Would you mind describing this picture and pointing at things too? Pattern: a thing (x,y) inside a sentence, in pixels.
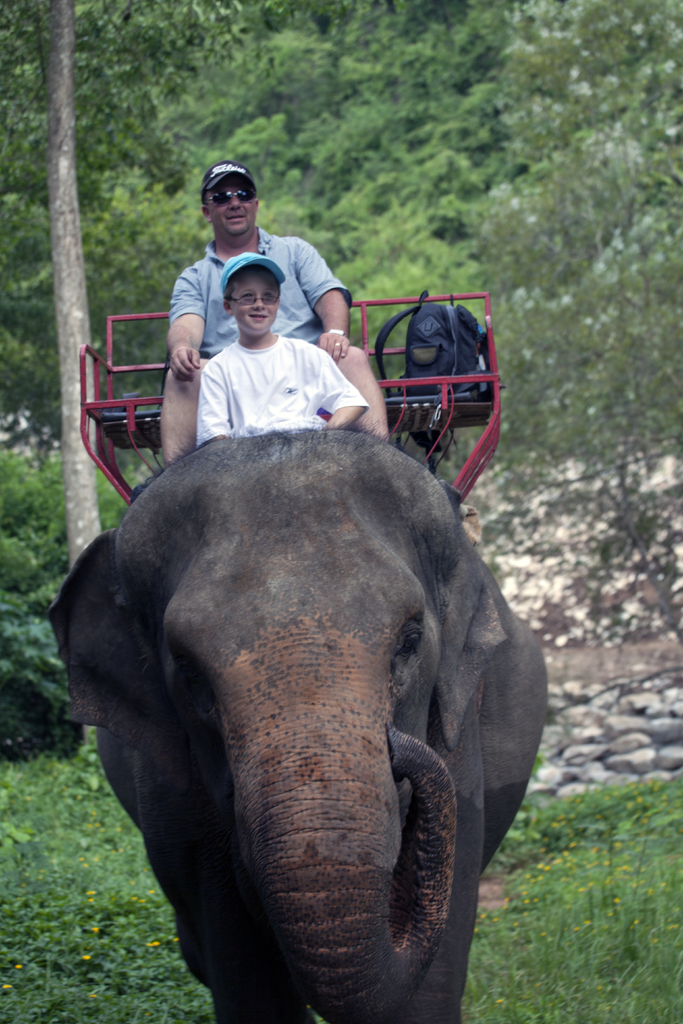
In this picture there is a man (315,328) and a boy (286,365) sitting on the elephant (269,769). There is a bag (428,352) and bench (443,383). There are few trees (349,199) and stones (631,754) at the background (625,761).
